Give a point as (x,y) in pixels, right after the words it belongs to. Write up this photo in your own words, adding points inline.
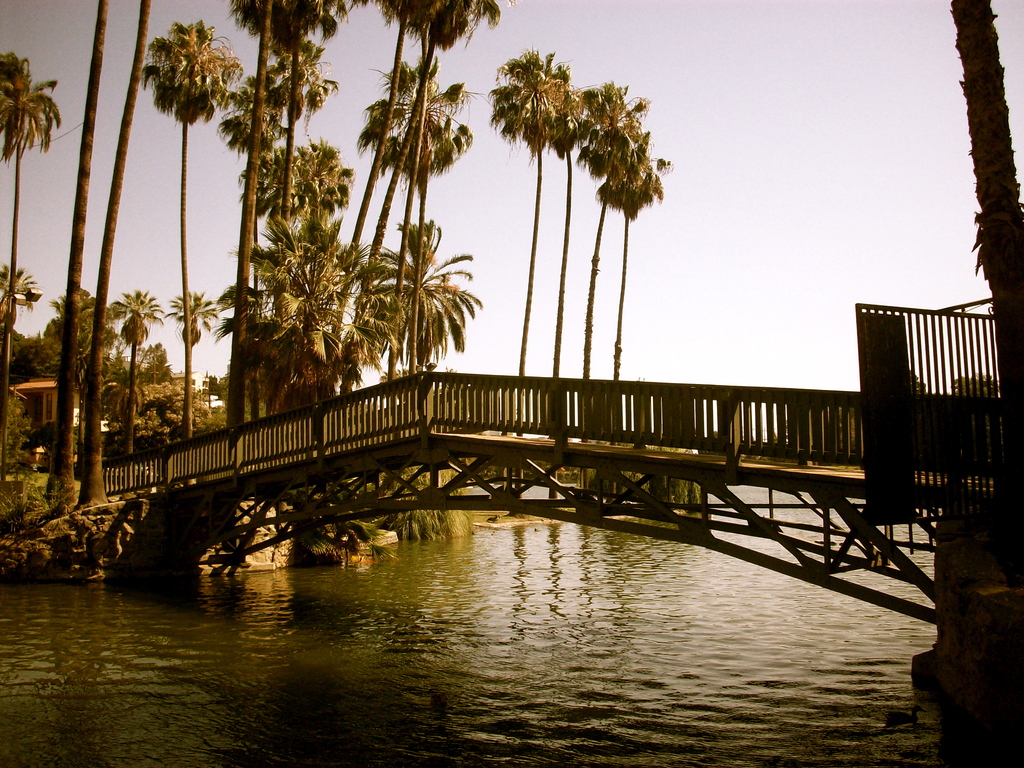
In this image I can see water (491,646) in the front (711,645) and over it I can see a bridge (843,391). In the background (194,373) I can see number of trees (274,333), a building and the sky (800,190).
